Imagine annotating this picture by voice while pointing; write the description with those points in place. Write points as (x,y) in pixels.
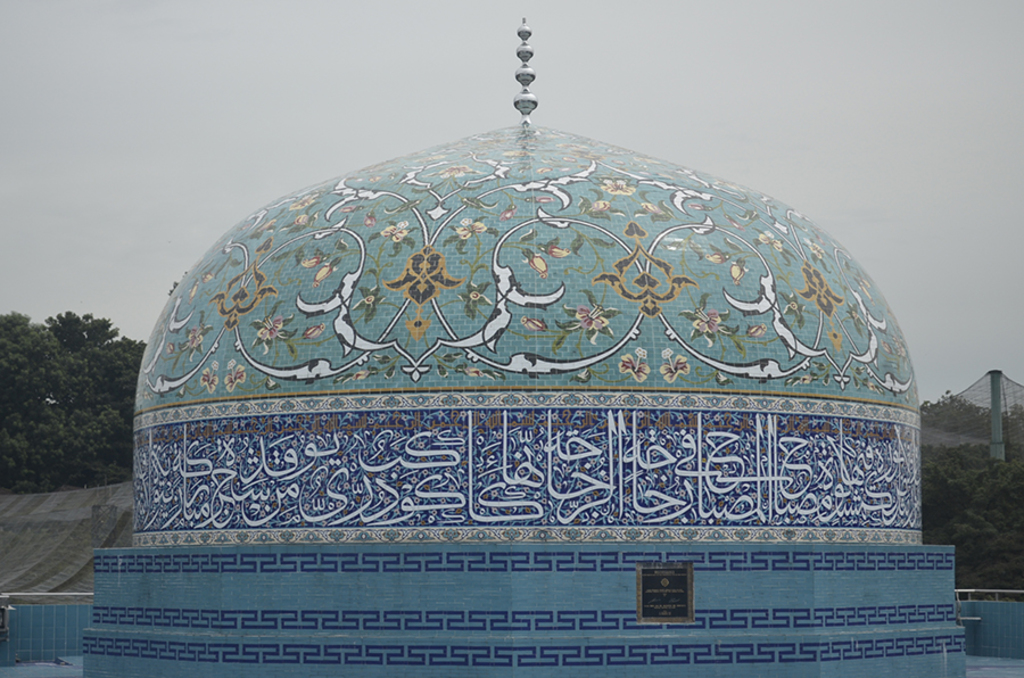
In this image I can see the dome (560,278) and the dome (438,497) is in blue, green and white color. Background (108,388) I can see few trees (72,398) in green color and the sky (308,73) is in white color.
